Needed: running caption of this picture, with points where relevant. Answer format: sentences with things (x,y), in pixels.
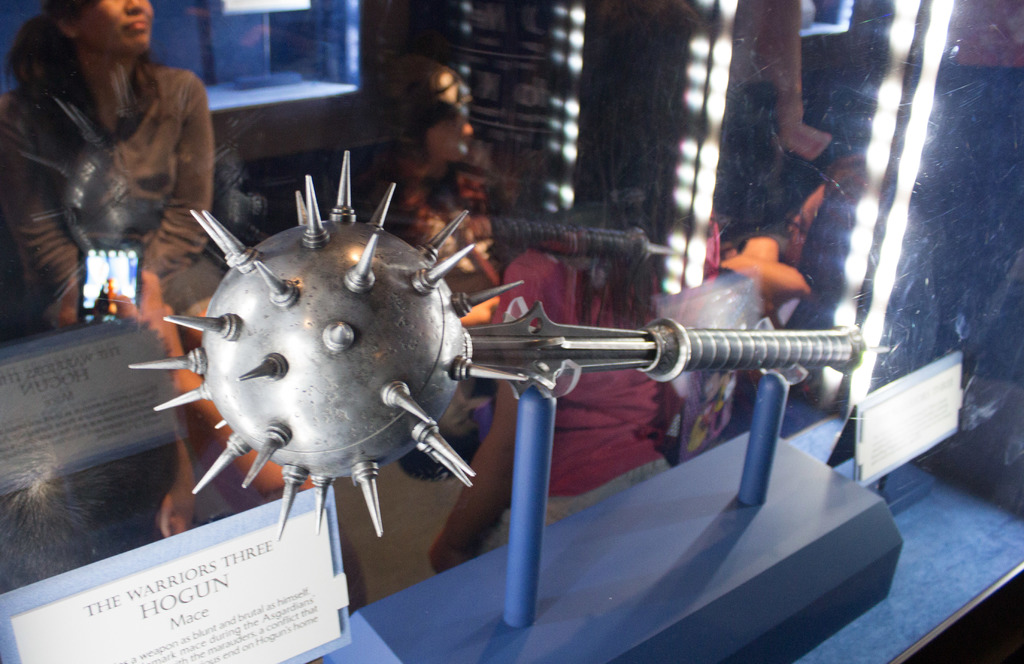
In this image in the foreground (332,412) there is a weapon (320,291), and there are some boards (906,458) and in the center (673,403) there is a glass door (528,118) and through the door (103,204) we could see a reflection (144,157) of some people (153,108), lights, window (345,72), wall (380,116) and some objects (75,366). And at the bottom of the image (923,576) there is table (965,575).
